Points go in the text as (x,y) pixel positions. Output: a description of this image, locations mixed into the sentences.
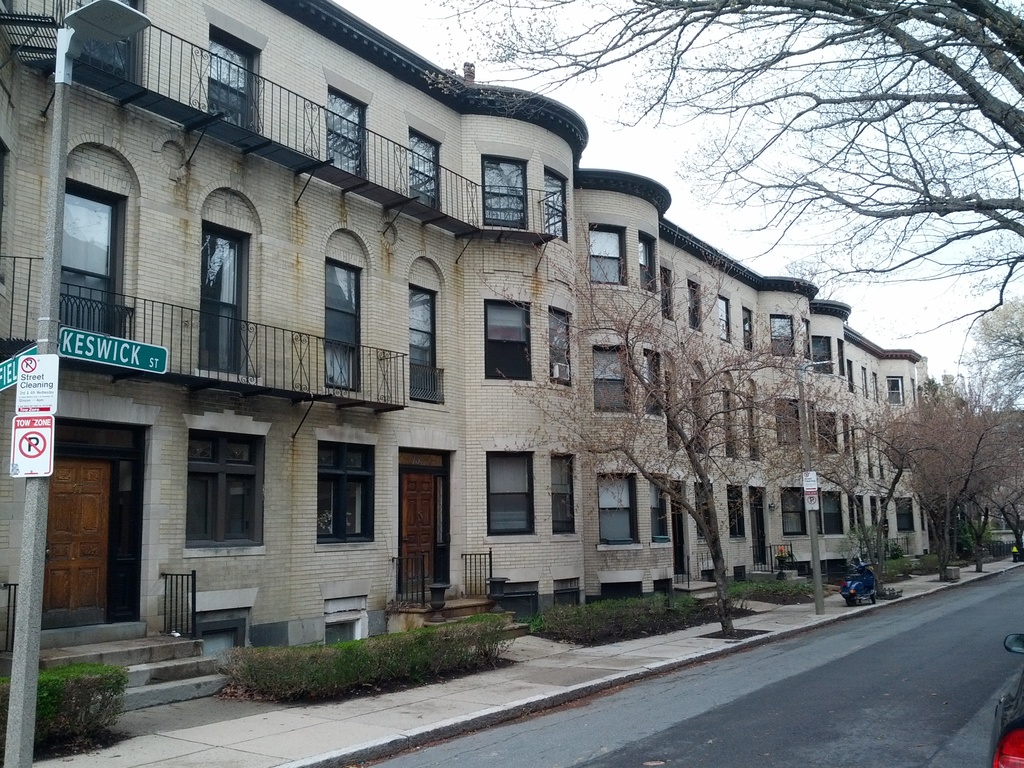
In this picture we can see a pole (23,526) with the directional boards (35,350), sign board (42,368) and a light (83,11). On the right side of the pole (11,745) there is a bike (845,589) parked on the path (795,615). Behind the bike (859,570) there are buildings (614,360) and a sky (596,99).
